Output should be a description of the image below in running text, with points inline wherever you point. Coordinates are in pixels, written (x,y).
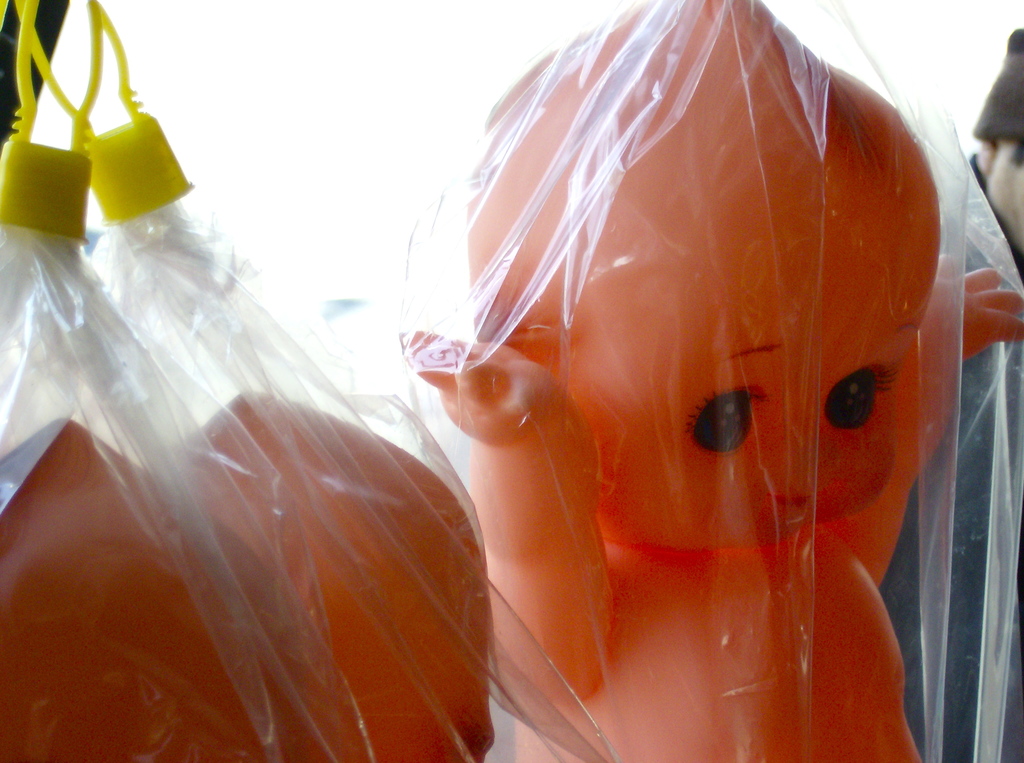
In this image we can see group of dolls (505,508) placed in carry bags (165,337). In the background (1013,164) we can see a person (1007,175) wearing a cap (1013,131).
